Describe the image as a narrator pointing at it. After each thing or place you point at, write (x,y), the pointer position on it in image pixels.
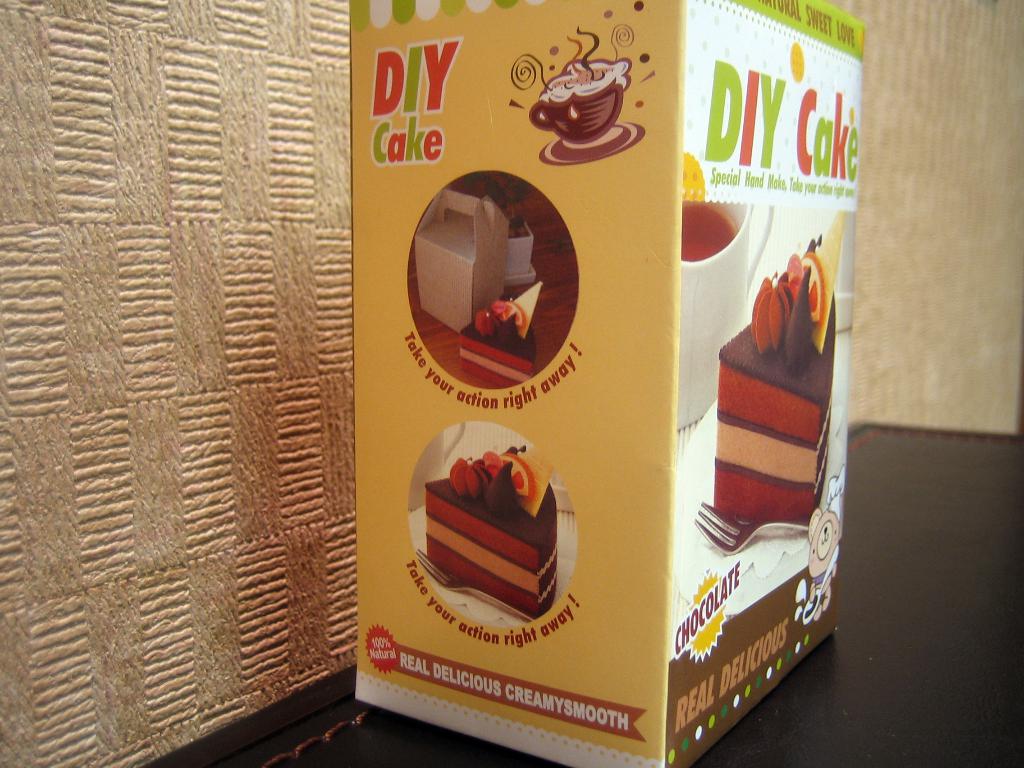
In the picture I can see a box (566,472) is on a surface (764,701). On the box (571,351) I can see pictures (558,547) of cakes (482,505), a fork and something written on it. In the background (131,289) I can see walls (142,324).
